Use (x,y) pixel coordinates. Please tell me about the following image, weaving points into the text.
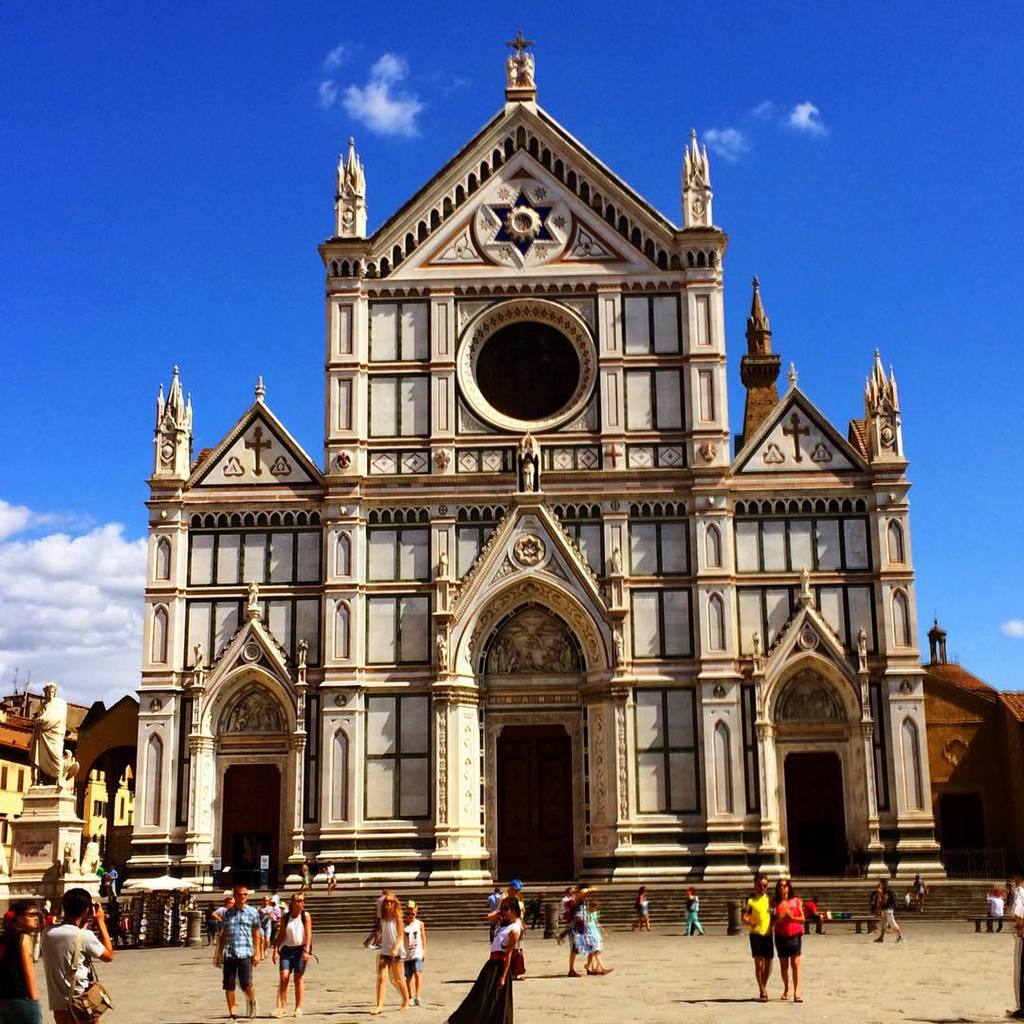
In this picture we can see few buildings (394,695), in front of the building (367,676) we can find group of people (23,908), few are standing and few are walking, and also we can see a statue (46,699), in the background (45,608) we can see clouds (60,616).
